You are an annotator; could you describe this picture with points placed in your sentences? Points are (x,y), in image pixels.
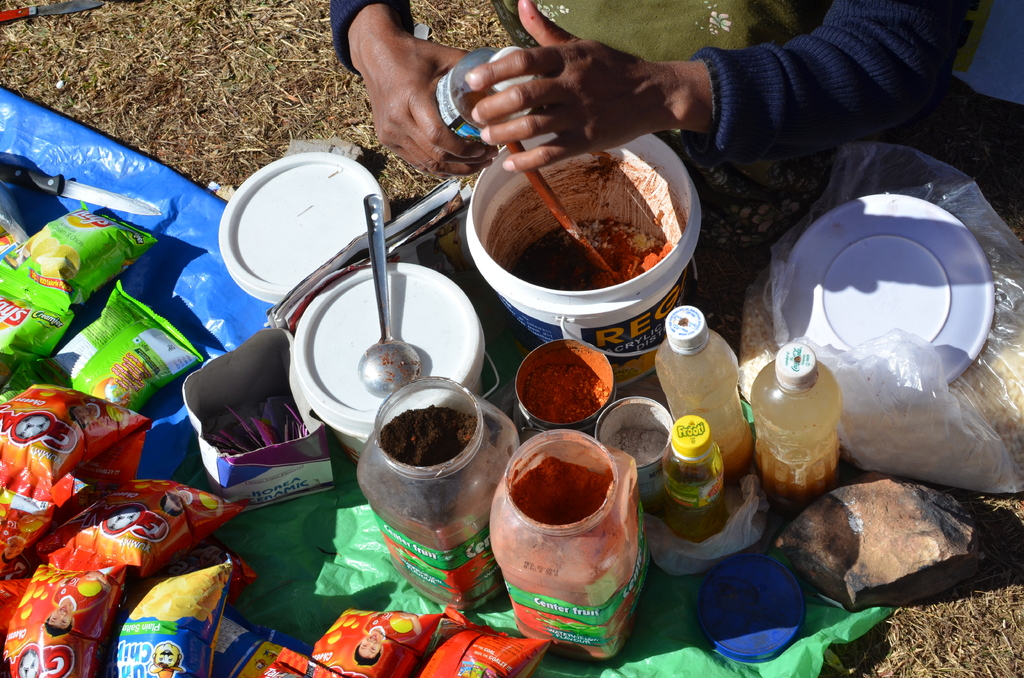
In this image there is a person (506,78) holding a bottle (448,98) in his hand (648,74), in front of the person (650,98) there are a few jars (470,440) and sachets (136,386).
